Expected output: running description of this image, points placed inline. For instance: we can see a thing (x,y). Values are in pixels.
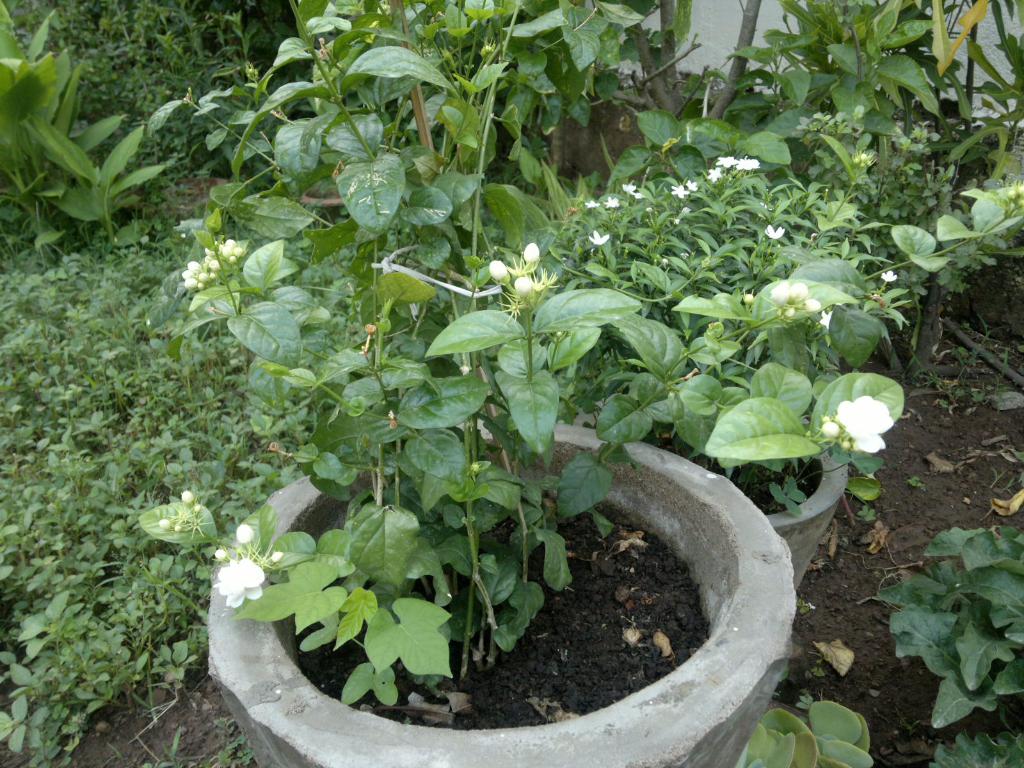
In this picture there are plant pots (561,752) in the center of the image (344,264) and there is greenery (758,319) around the area of the image.
